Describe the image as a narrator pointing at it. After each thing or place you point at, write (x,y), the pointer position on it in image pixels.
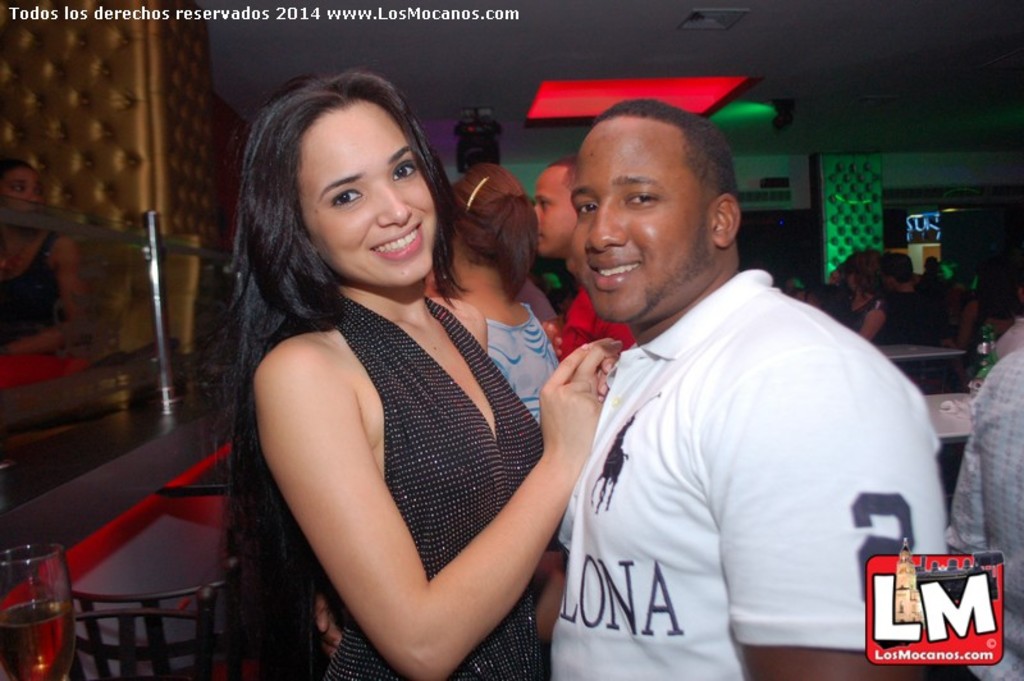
In this picture I can see a woman (296,128) and a man (691,343) standing in front (678,422) and I see that they're smiling. On the left bottom corner of this picture (52,599), I can see a glass (23,630) and there's liquid (43,635) in it. In the background (953,284) I can see number of people (523,208) and I can see the lights (690,101). On the top left of this picture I can see something is written and I can also see the watermark (874,610) on the bottom right corner of this picture (888,639).
